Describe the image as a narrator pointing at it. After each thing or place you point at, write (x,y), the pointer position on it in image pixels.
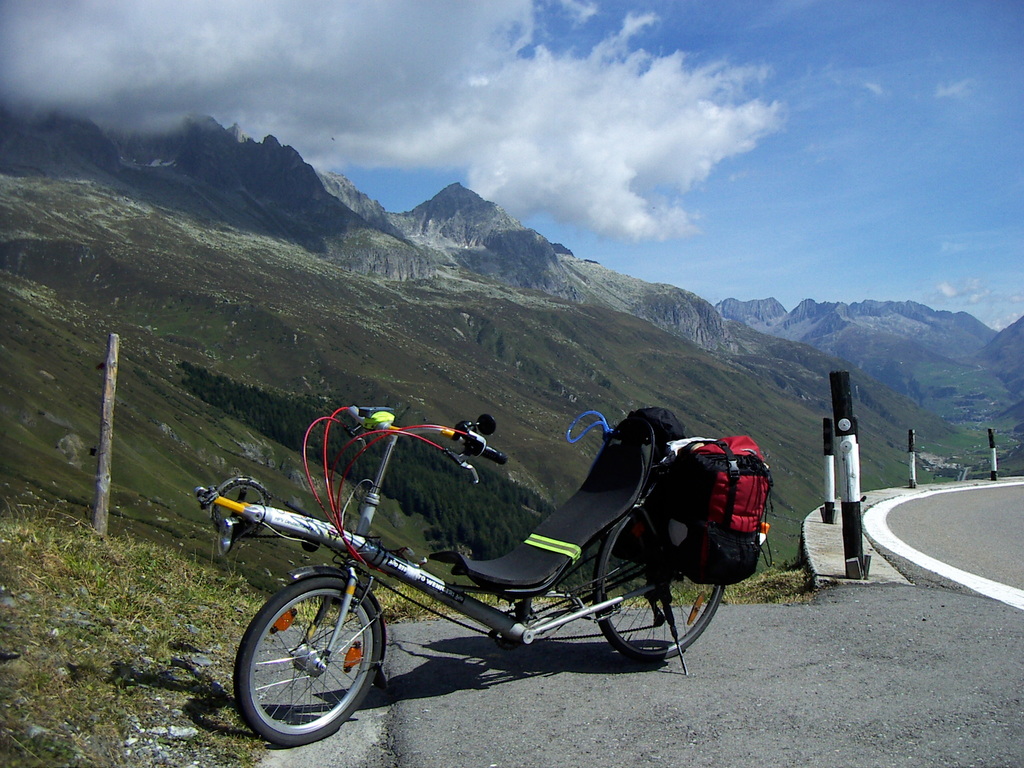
In the middle of the image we can see a bicycle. Behind the bicycle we can see some poles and hills (305,189). At the top of the image (329,166) we can see some clouds (494,189) in the sky (381,16).
